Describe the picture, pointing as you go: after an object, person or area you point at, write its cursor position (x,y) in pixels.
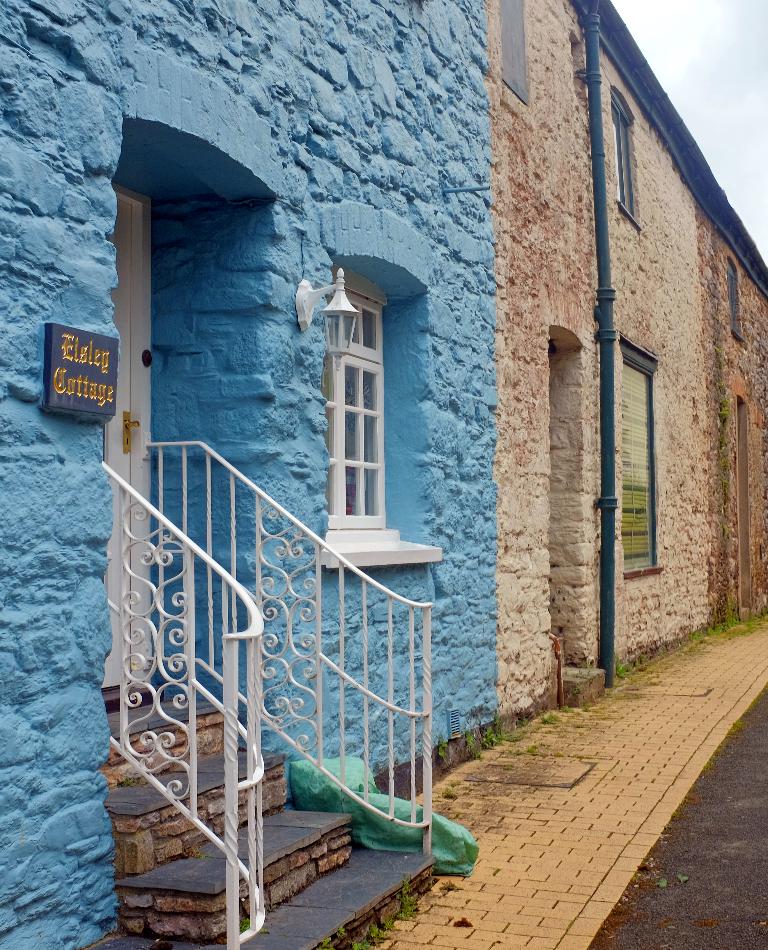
In the image we can see the building (447,298) and windows (365,320), and wall (476,403) of the building (442,396). Here we can see lantern (346,314), board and text (86,393) on the board (84,412). Here we can see stairs (273,861), fence (343,638), pipe (604,492), footpath (687,779) and the sky (686,87).
